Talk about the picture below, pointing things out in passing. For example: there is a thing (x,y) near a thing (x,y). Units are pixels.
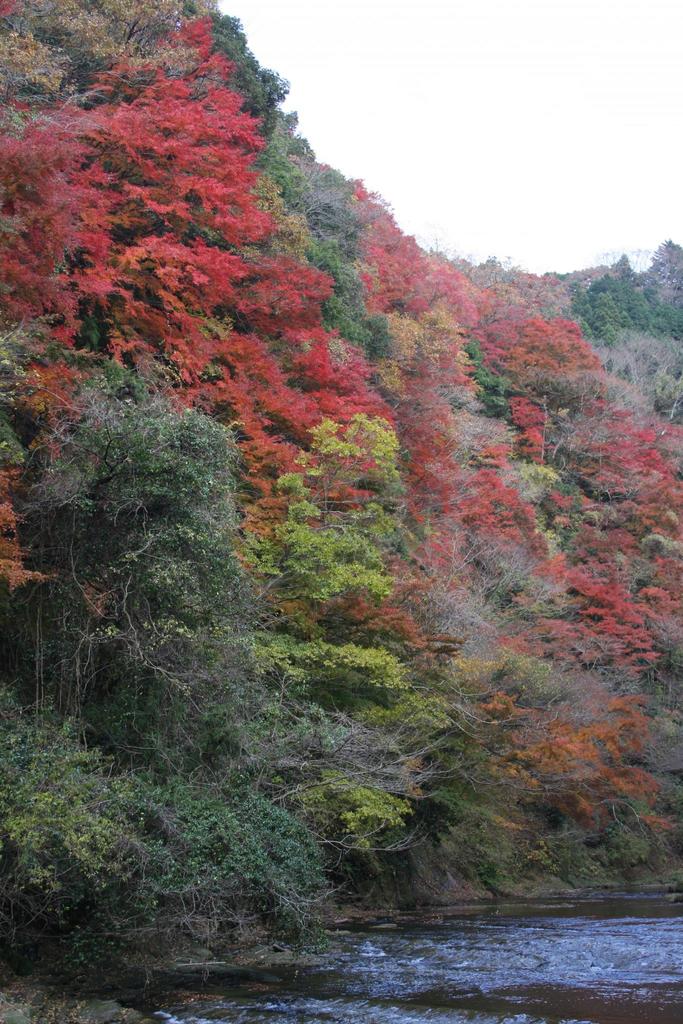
In this image there are trees (356,757), river (465,931) and sky (378,169).
